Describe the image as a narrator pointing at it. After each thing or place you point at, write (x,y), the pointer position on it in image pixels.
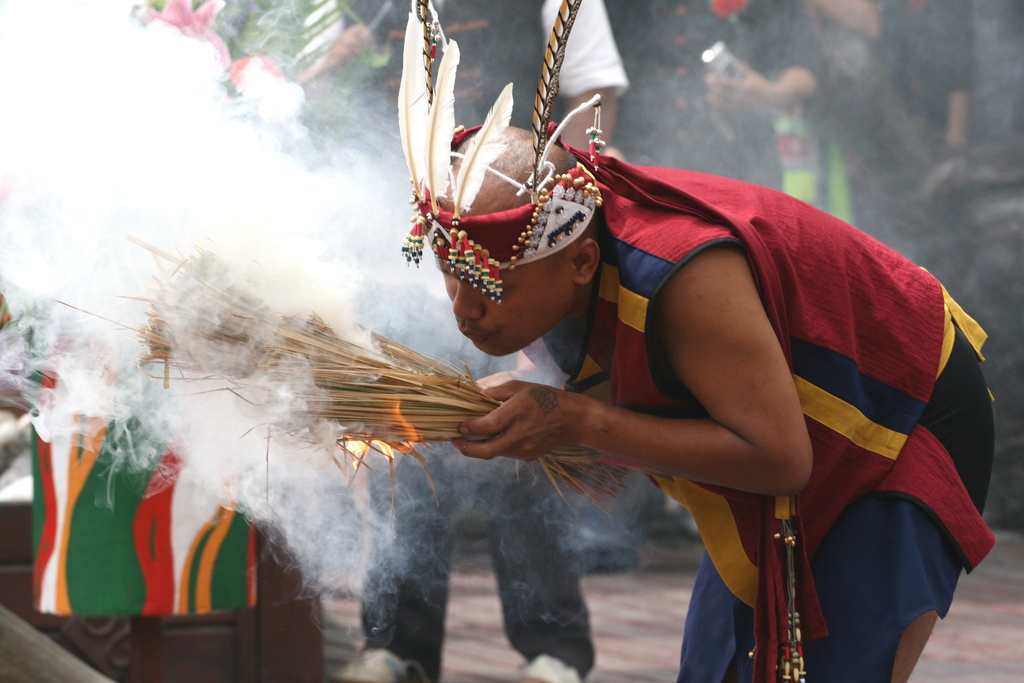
In this image we can see a person (764,371) wearing red color costume (835,406) and crown (475,240) which has feathers (435,155) blowing some air to the sticks (324,412) which got fire (355,448) and in the background of the image (437,56) there are some persons (771,25) standing.
